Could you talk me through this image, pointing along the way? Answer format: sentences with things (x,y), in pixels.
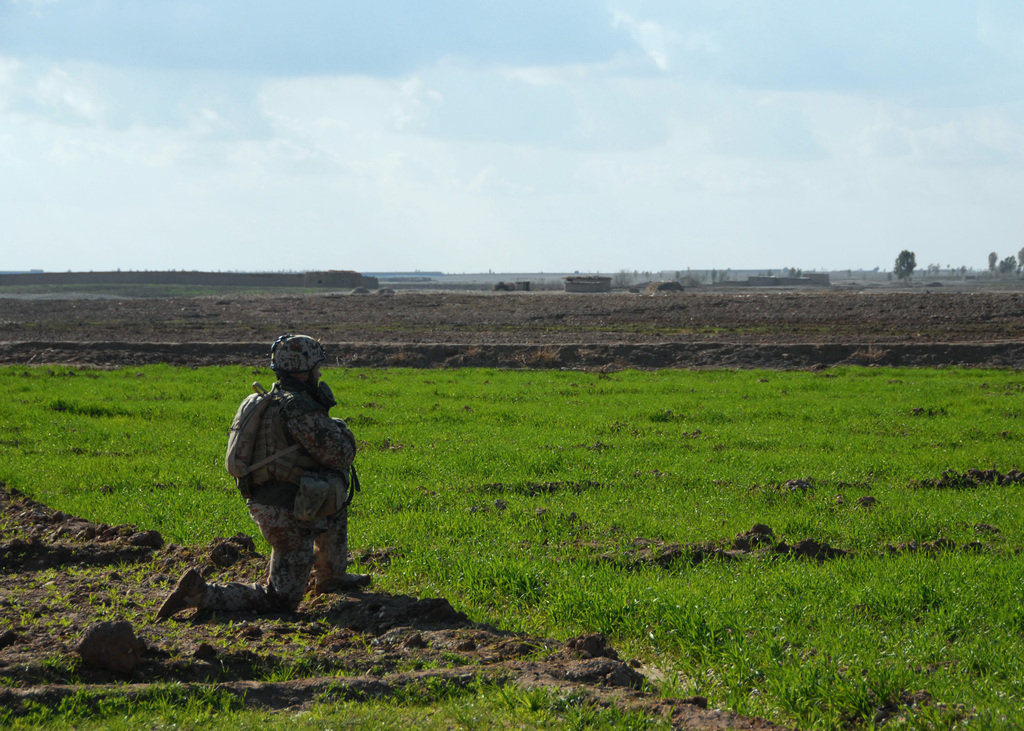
In this image, we can see a person (279,531) in a squat position is carrying a bag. We can also see the ground (822,384) with some soil (772,333) and some green grass (672,542). We can also see the sky (879,206) and some trees (907,261).
